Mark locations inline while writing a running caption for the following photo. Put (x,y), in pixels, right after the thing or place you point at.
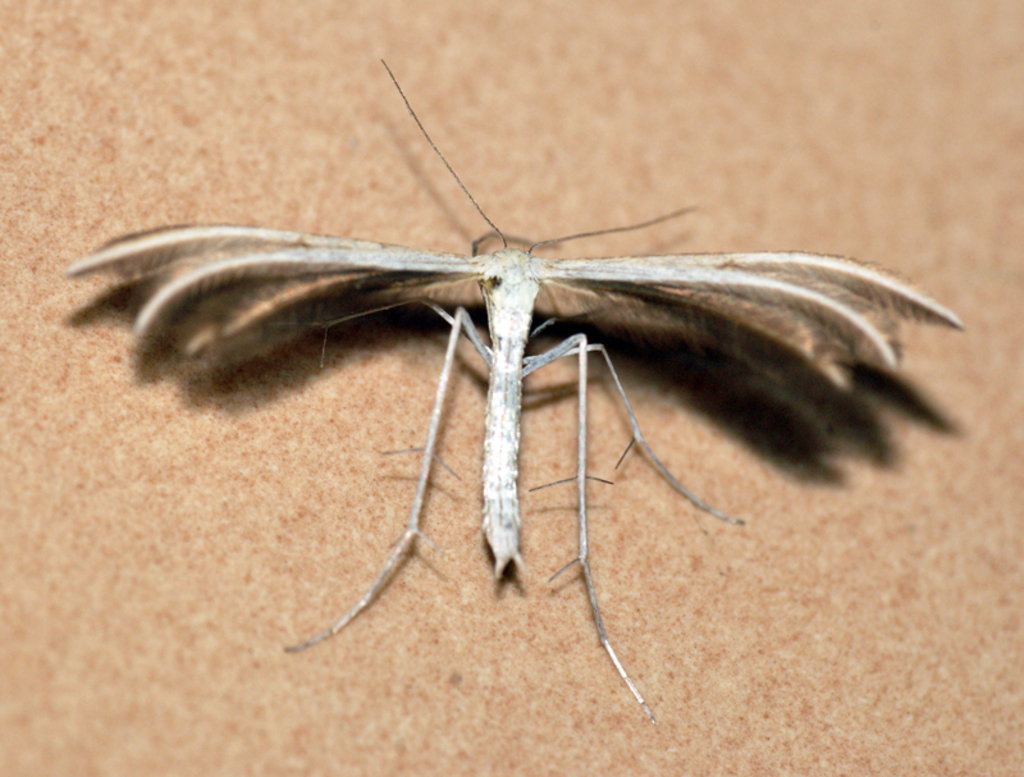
In this picture we can see an insect (524,321) in the front (499,290), at the bottom (234,578) it looks like a mat (170,554).
